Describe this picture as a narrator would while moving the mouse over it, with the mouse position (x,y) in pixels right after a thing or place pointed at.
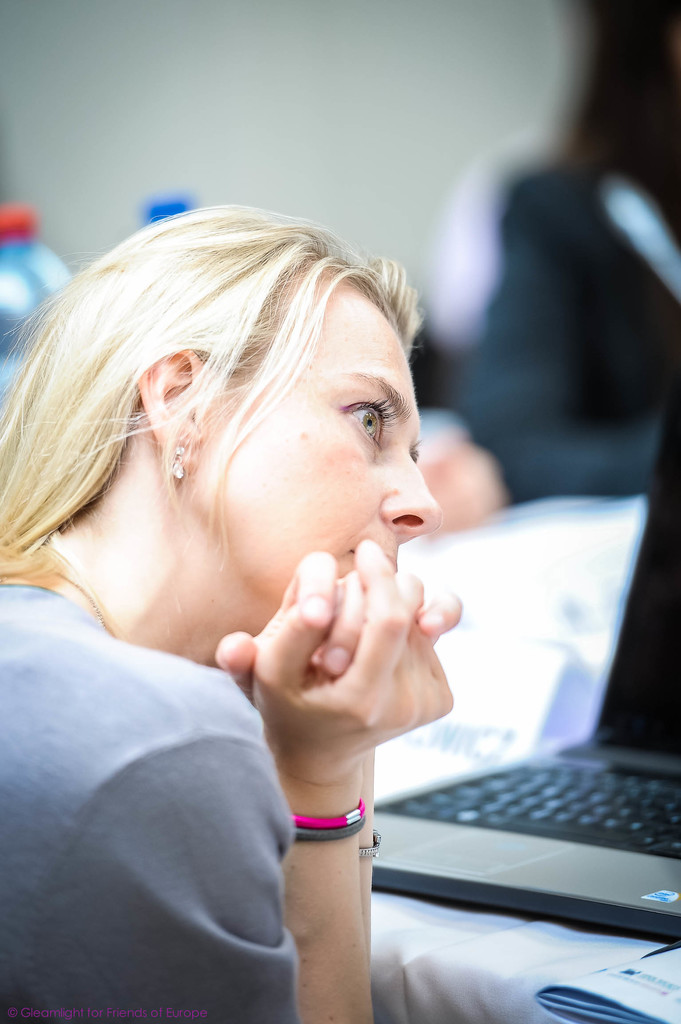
On the left side of the image (116,551) we can see a lady (204,826) sitting, before her there is a table (457,945) and we can see a laptop (555,892) placed on the table (522,976). In the background (486,60) there is a wall (234,184) and we can see bottles (67,282).
